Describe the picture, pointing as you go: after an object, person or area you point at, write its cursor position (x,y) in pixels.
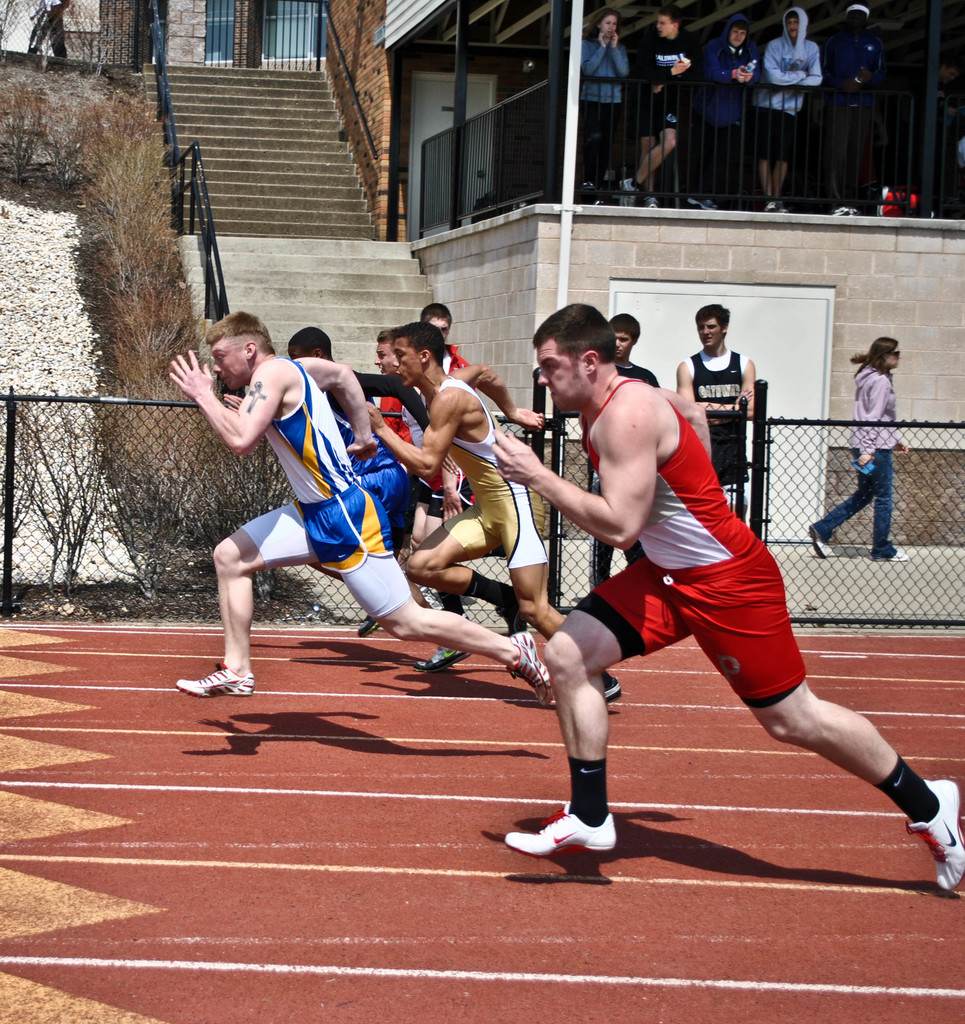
In this Image I can see in the middle (362,383) few persons (526,585) are running, at the top (308,222) there is a staircase (331,254). On the right side (771,128) few persons (956,78) are standing and observing this game.
